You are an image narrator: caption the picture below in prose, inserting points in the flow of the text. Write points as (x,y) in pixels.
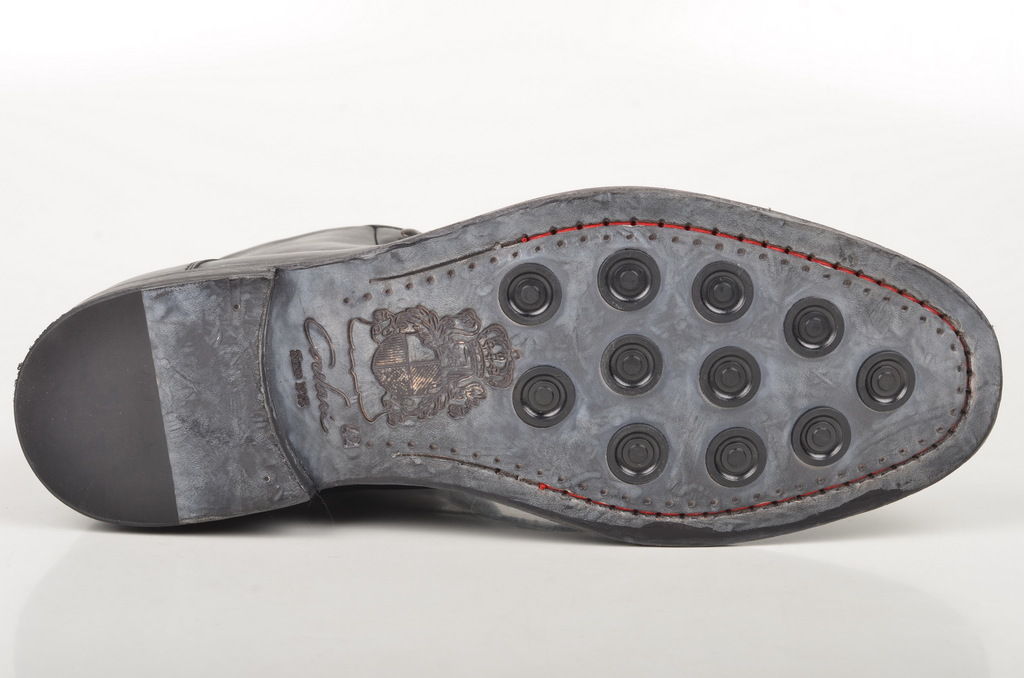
This image consists of a shoe (447,399) in black color. The background (23,269) is white in color.
